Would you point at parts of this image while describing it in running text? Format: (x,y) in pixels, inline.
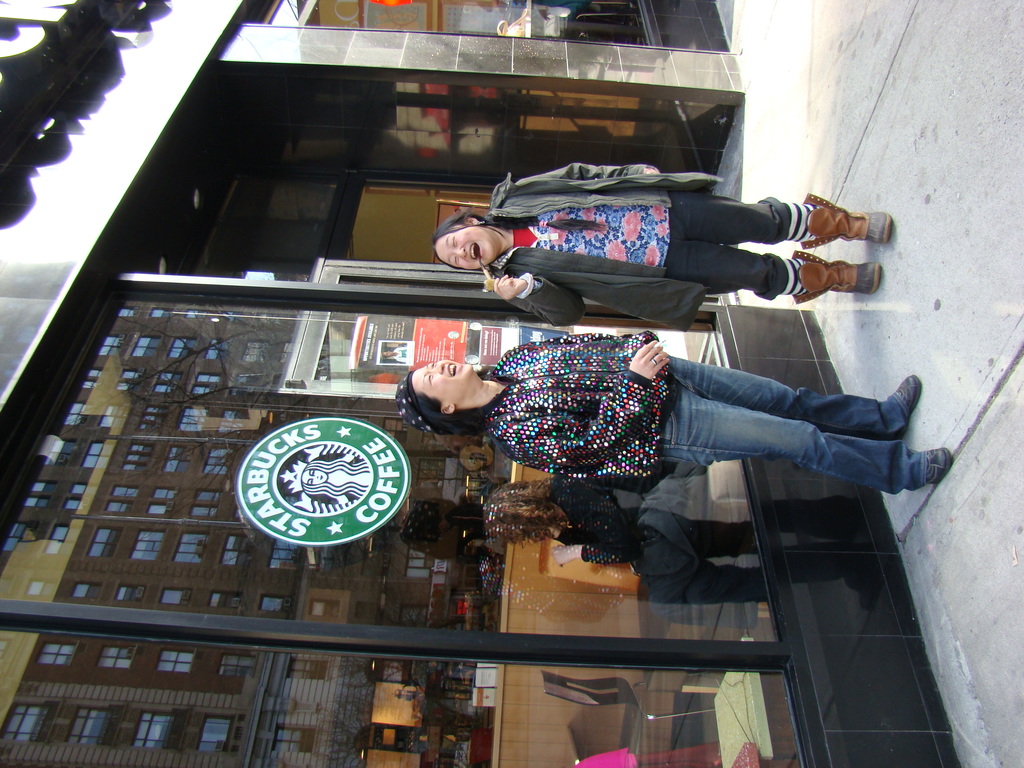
In this image there are two women (716,277) standing on the floor (866,374) and laughing in front of the coffee shop (217,532). On the left side (56,199) top there is a hoarding (94,100). Behind the woman (633,363) there is a glass (389,550) on which there is a symbol (298,479). In the coffee shop (601,644) there are chairs (584,705) and tables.
